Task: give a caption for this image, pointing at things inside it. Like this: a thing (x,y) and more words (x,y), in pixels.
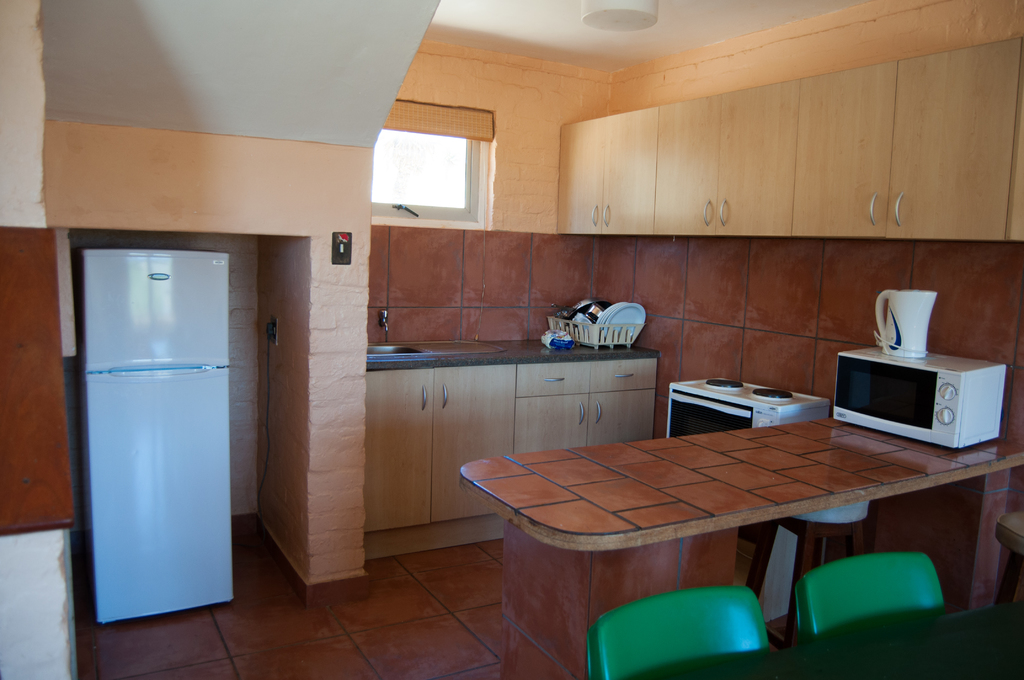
This picture describes about interior of the room (288,394), in this we can find a refrigerator (91,426), chairs (890,589), table (693,494), oven (888,359), stove (761,396) and cutlery (631,319), and also we can find a tap (386,323) and cupboards (753,180).
